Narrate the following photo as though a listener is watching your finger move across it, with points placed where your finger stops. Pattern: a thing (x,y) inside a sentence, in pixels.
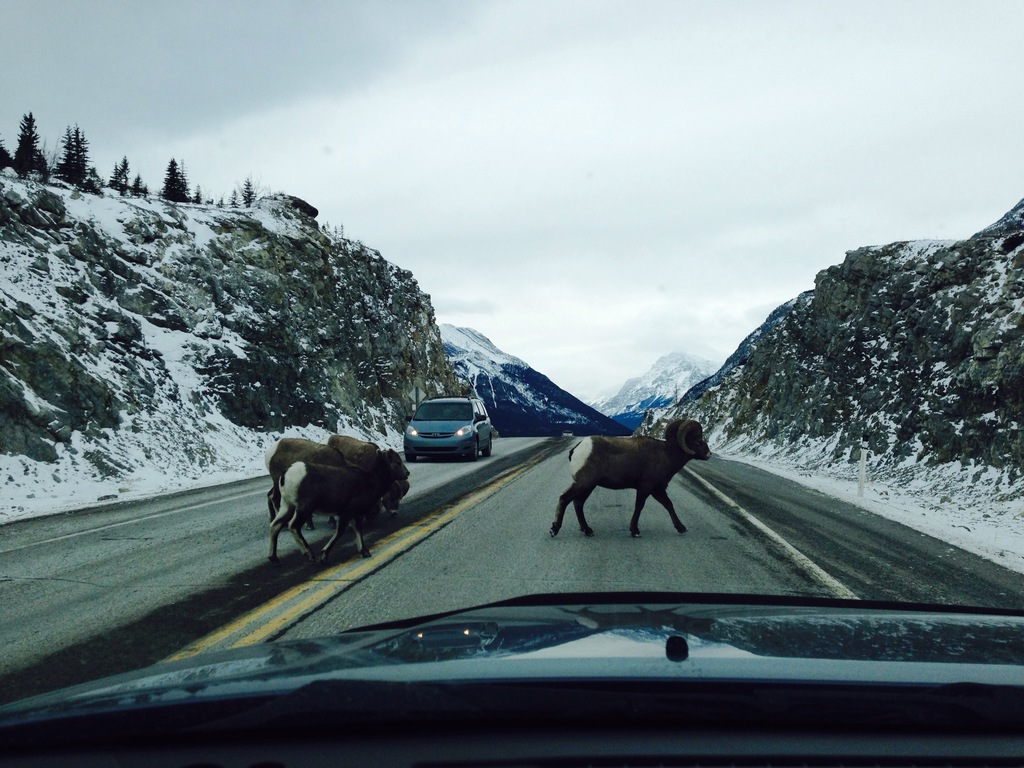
In this image I can see animals (334,475), road (497,487), vehicle (485,427) and black object (774,624). In the background of the image (207,261) there are mountains (370,287), snow (217,422), trees (32,153) and cloudy sky (613,160).
